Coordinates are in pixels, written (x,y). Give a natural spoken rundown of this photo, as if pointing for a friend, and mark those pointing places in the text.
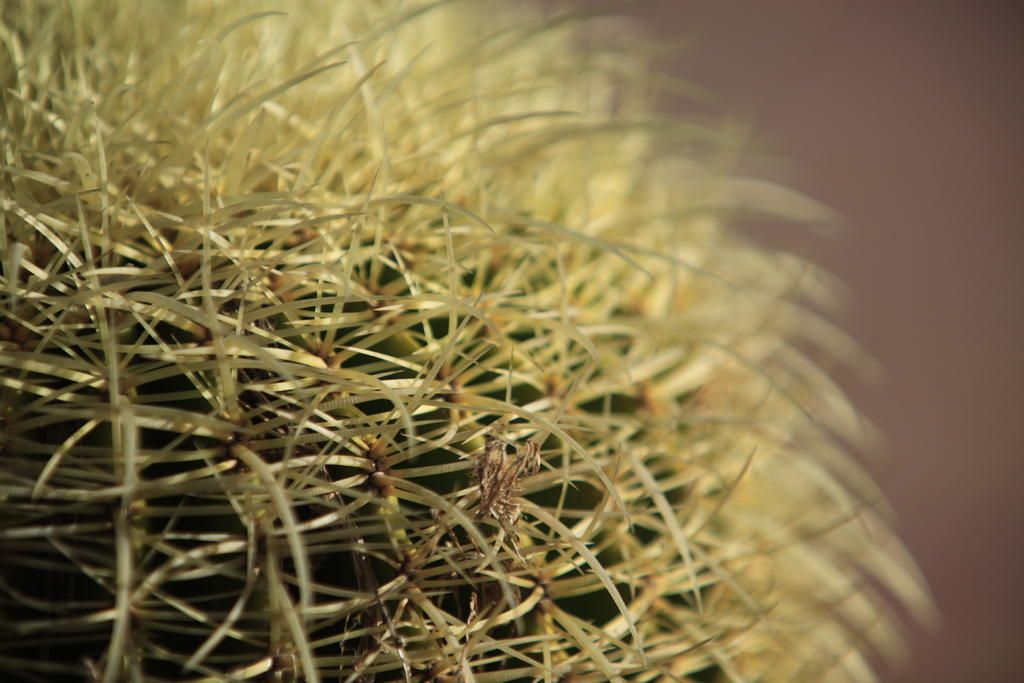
In this image there is a cactus plant (326,406).
